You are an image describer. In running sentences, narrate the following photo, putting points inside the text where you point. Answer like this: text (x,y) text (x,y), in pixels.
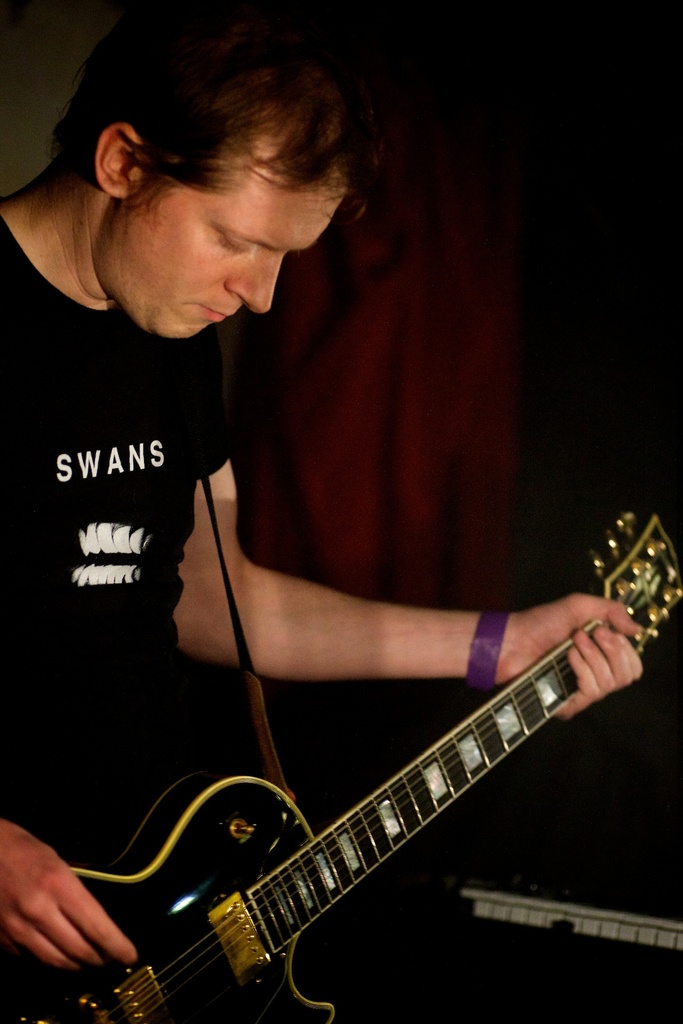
As we can see in the image, there is a man (130,546) holding guitar (274,830).
